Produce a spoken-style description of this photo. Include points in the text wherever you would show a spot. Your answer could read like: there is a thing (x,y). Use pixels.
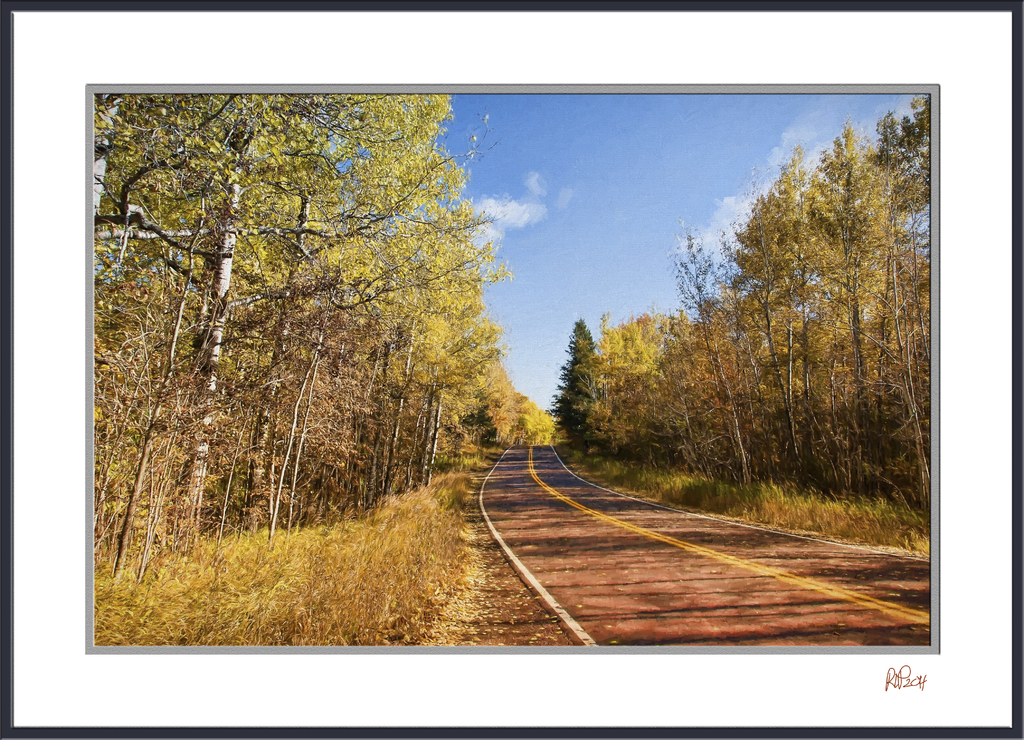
Here there are green color trees (280,318), this is road (591,493) and a sky (618,221).
